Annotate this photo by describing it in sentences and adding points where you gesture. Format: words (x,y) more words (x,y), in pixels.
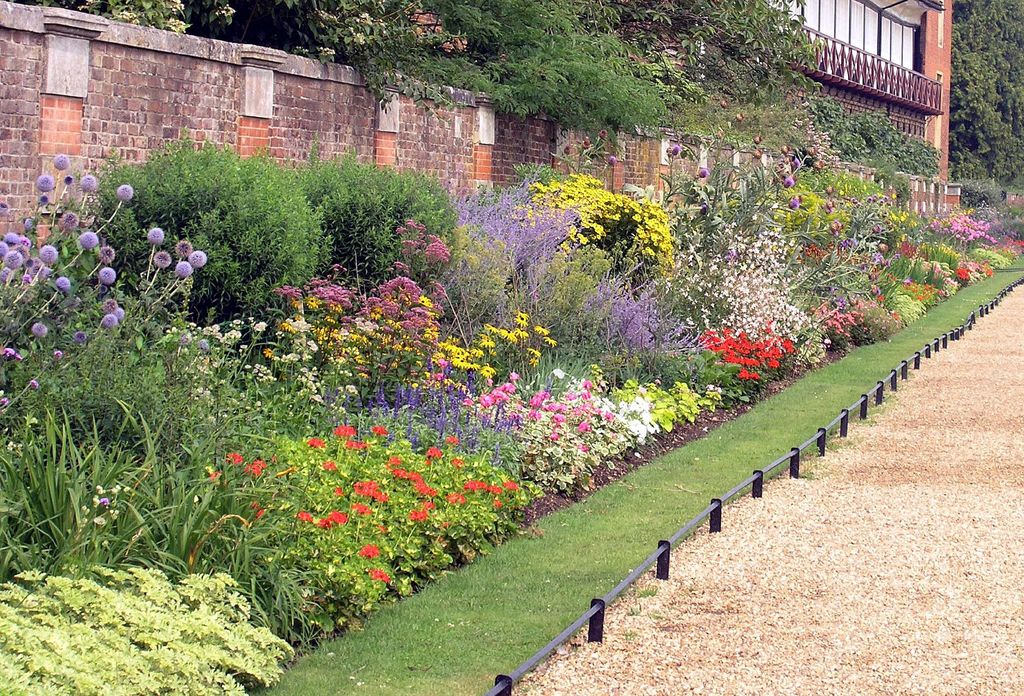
In this picture we can see the ground (898,569), grass (456,585), fence (670,567), wall (44,159), building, plants (541,443) with flowers (904,215) and in the background (804,137) we can see trees (783,11).
